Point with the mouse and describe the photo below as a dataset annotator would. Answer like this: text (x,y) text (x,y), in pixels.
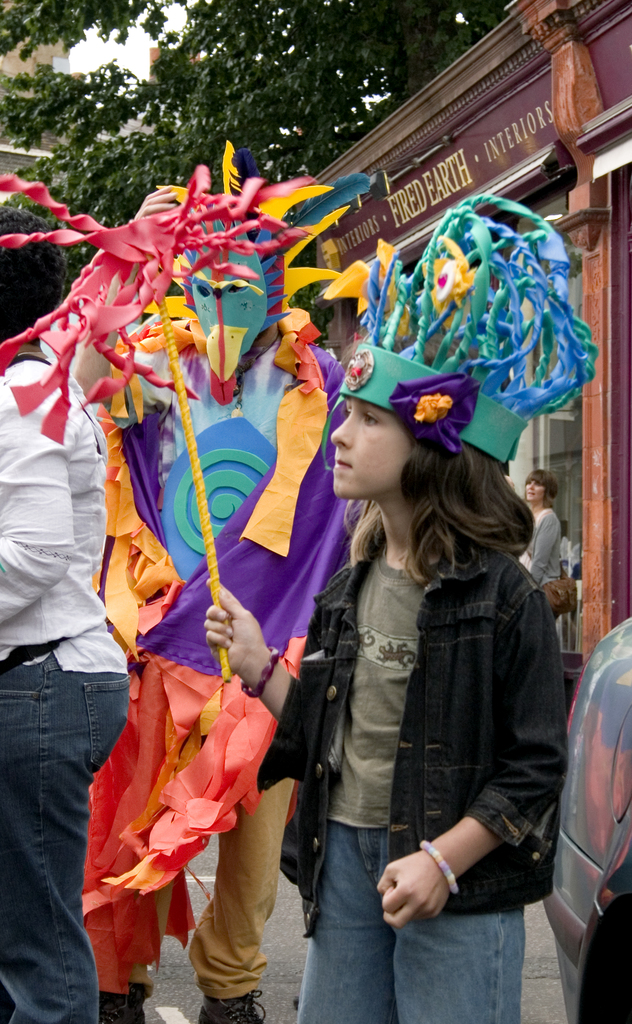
In this image, we can see people (239,308) and some are wearing costumes (306,479) and one of them is holding ribbon streamers (149,281). In the background (338,88), there are trees (192,105), buildings (154,79) and we can see some other people (552,538) and there is a vehicle (568,900) on the road (534,997).
